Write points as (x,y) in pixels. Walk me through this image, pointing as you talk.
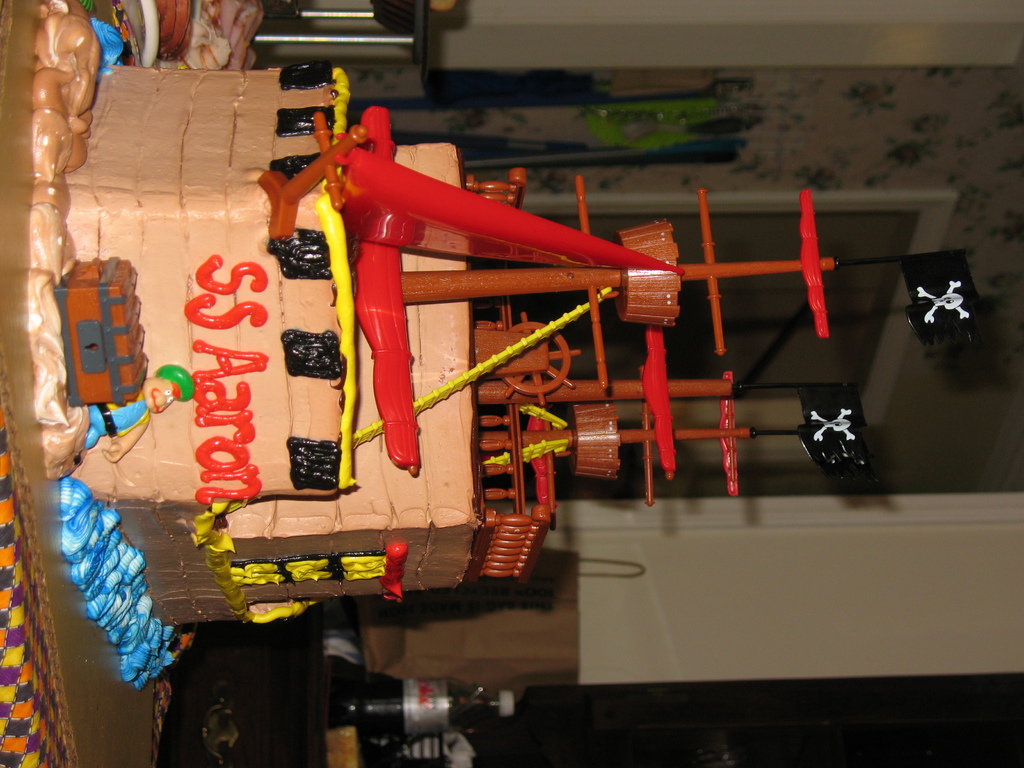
This picture shows a cake (254,313) on the table (36,548) and we see a coke bottle (404,722) on the side and we see cloth (37,755) on the table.
